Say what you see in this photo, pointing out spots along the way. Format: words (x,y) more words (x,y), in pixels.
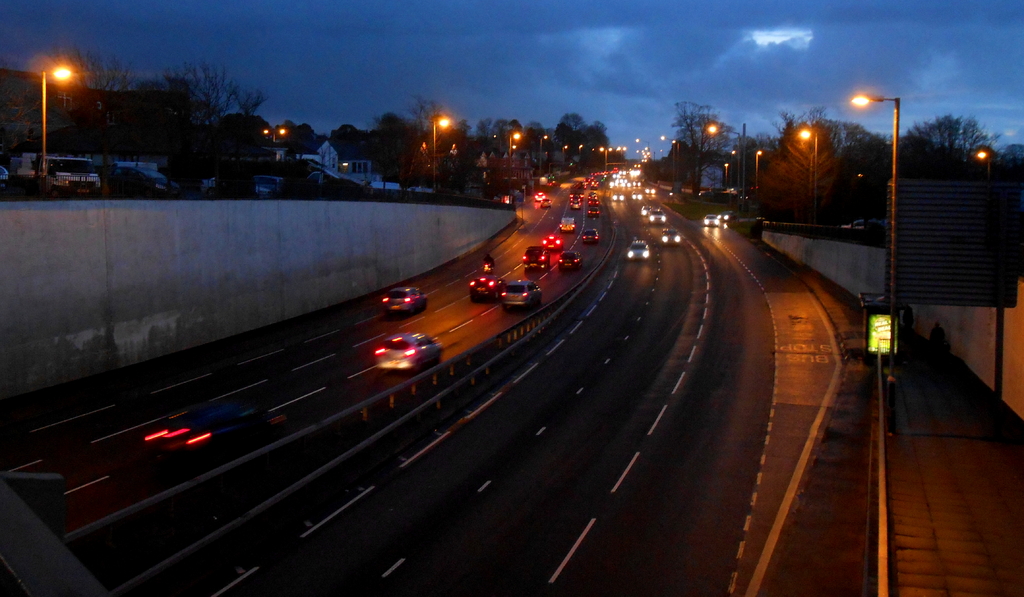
In this picture I can see there is a road (552,337) and there are some vehicles (535,298) moving on the road (528,359), on to right (858,363) there is a walk way (857,350), there are some poles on the walkway (898,552), in the backdrop (213,147) there are trees (467,164) and the sky (445,76) is cloudy.
